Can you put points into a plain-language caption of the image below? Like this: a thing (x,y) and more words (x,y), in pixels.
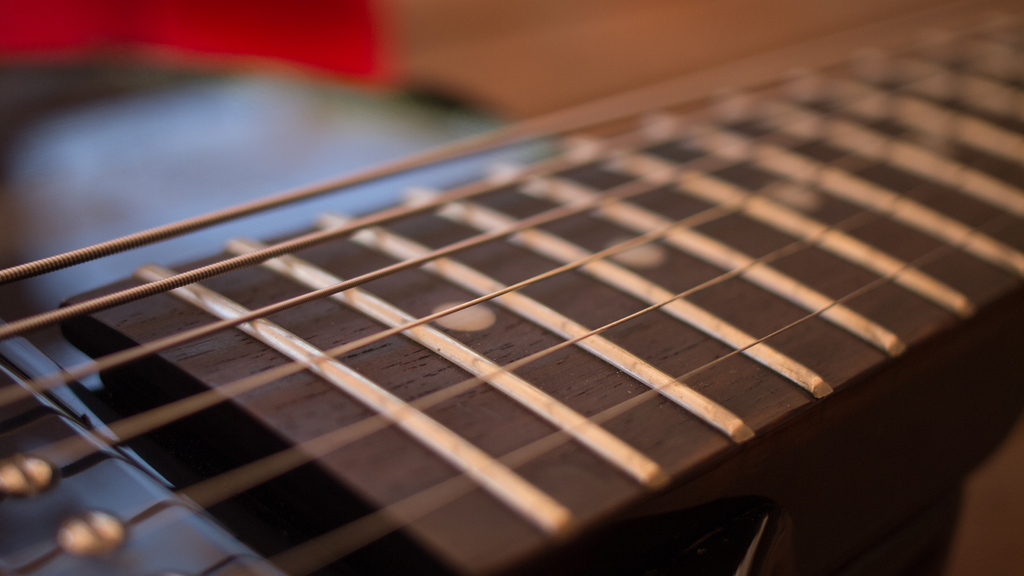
In this picture we can see a guitar strings (674,223).
